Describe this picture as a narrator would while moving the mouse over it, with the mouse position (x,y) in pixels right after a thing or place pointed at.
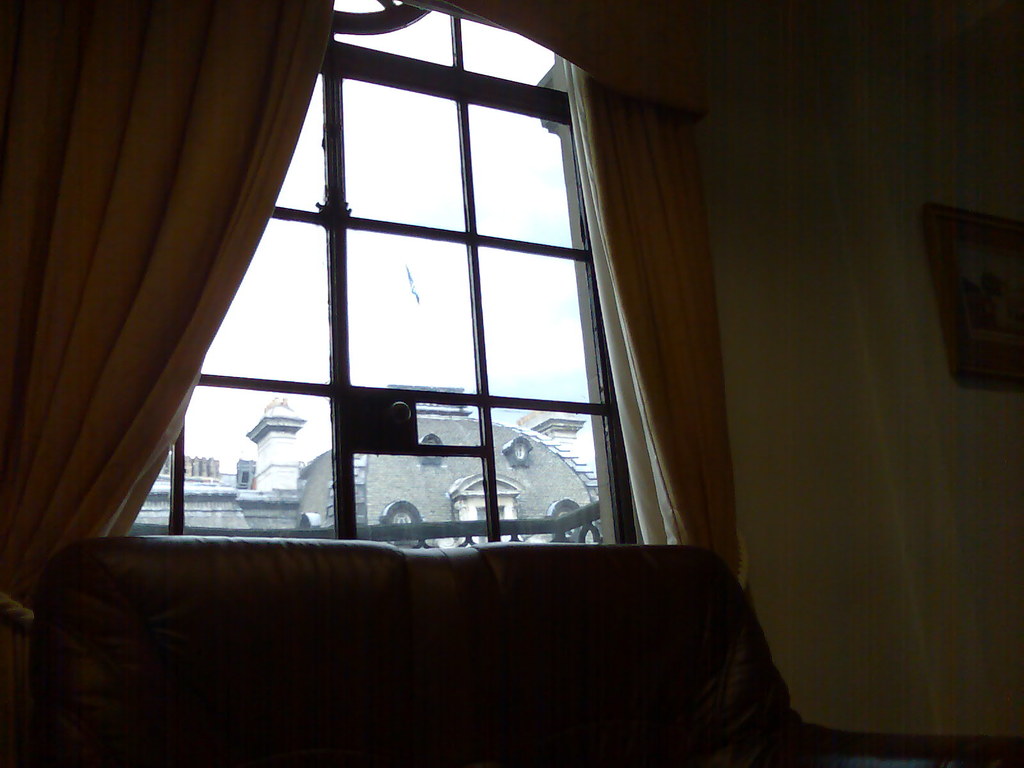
In this picture we can see curtains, sofa (632,549) and a frame (1019,246) on the wall (907,386), in the background (460,476) we can see a building (460,476).
